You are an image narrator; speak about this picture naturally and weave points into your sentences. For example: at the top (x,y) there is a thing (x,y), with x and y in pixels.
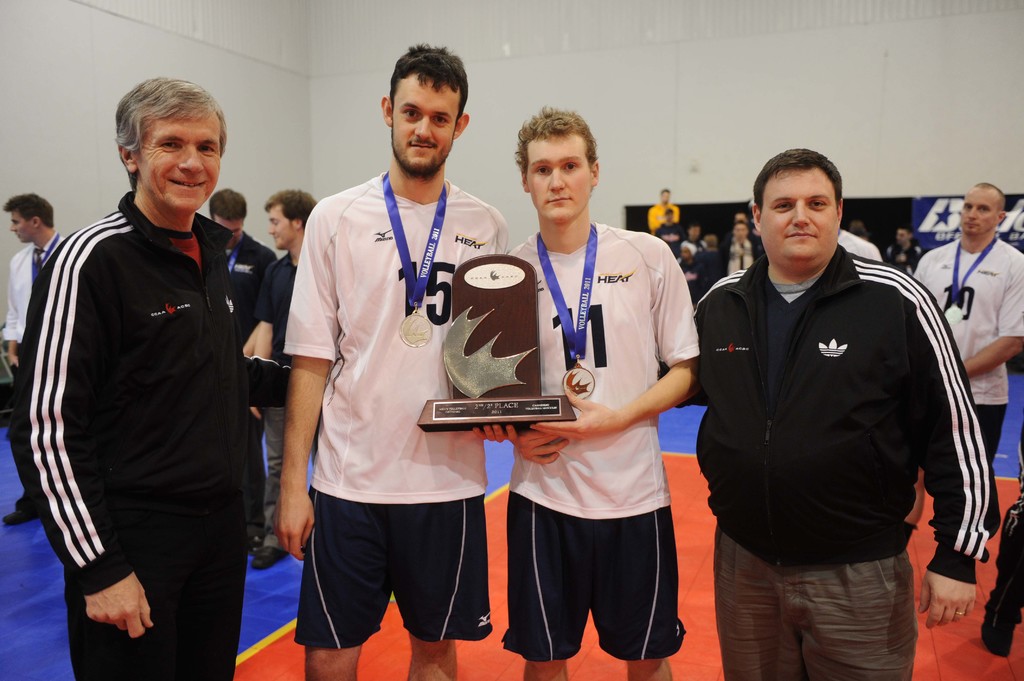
In this image there are four men (270,383) standing, there are two men (406,286) holding an object (485,335), there are a group of persons (985,267), there is a carpet (677,464) towards the bottom of the image (505,598), there is a board (934,221) towards the right of the image (932,215), there is text (939,208) on the board (929,228), at the background of the image (213,65) there is a wall (633,46).
